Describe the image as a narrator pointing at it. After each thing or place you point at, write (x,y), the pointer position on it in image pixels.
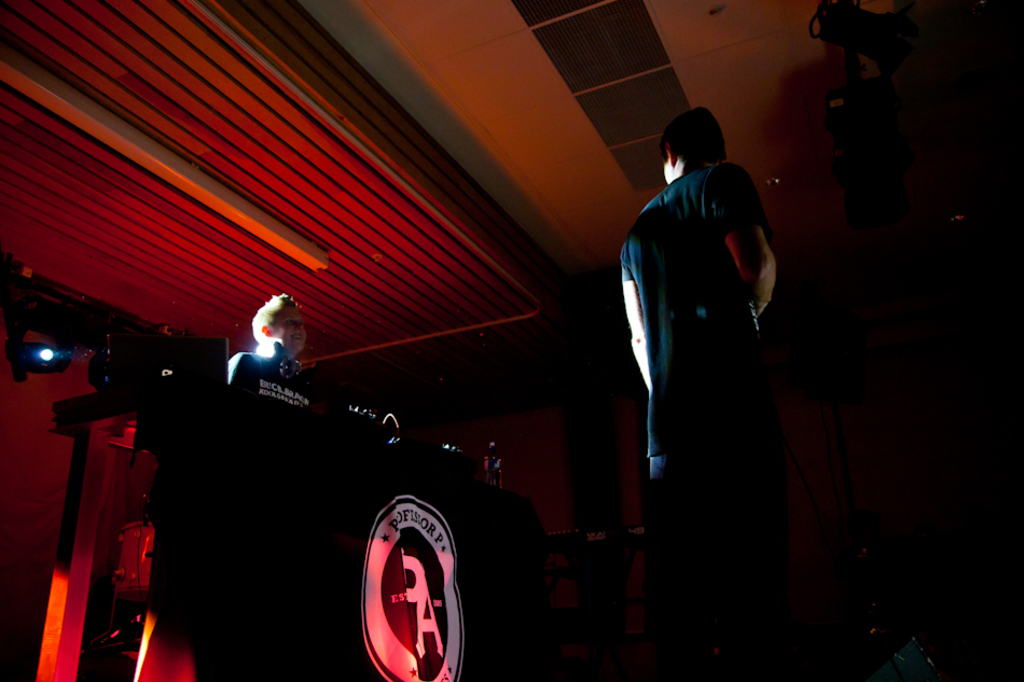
This image consists of a man (719,408) wearing a black dress (698,259). On the left (227,503), there is a table (278,439) covered with a black cloth (343,528) in which, there is a person (291,391) standing. In the background (60,359), there is a light (67,357). At the top (502,173), there is a roof (543,140). On the right (744,515), the image is too dark.
